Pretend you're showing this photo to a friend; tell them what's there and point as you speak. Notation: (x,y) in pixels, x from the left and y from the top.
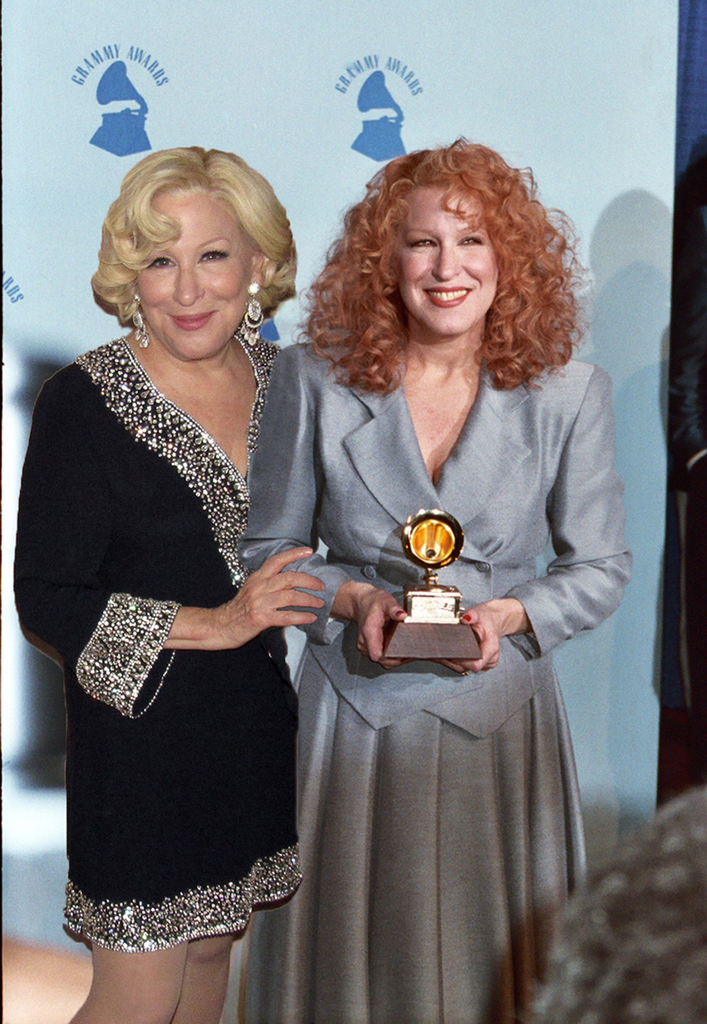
In this image we can see two women (441,712) are standing. One woman (194,724) is wearing a black color dress (215,826) and the other one (531,560) is wearing grey color dress (470,818) and holding trophy (413,602) in her hand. In the background (429,118), we can see the banner (332,242). On the right side of the image (682,982), we can see two people (650,950).
